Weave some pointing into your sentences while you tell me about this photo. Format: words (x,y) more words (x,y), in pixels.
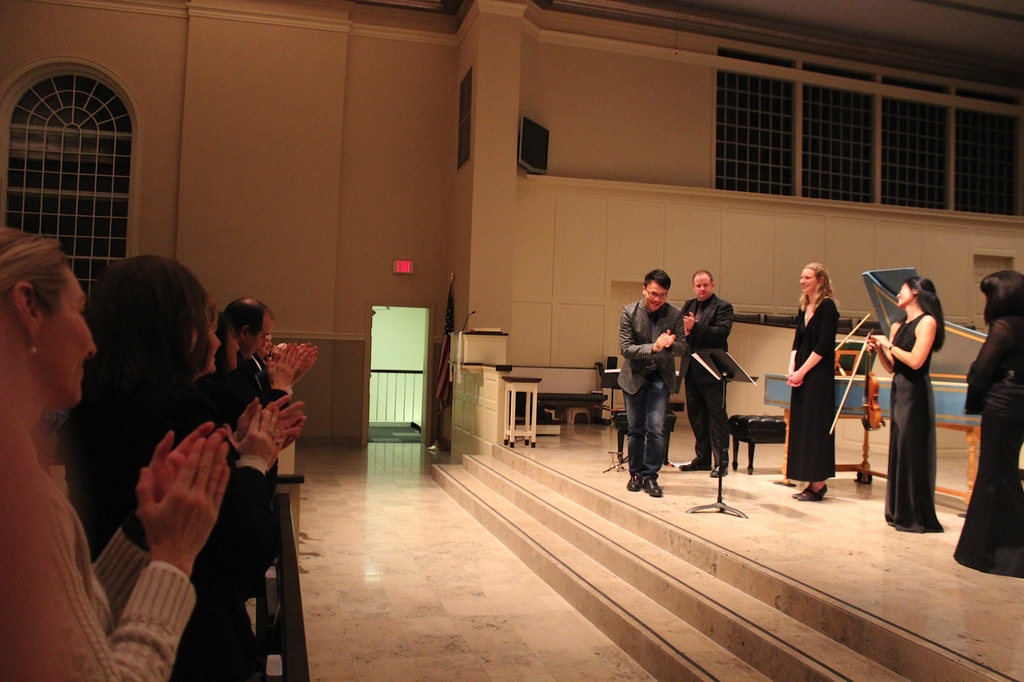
In this picture we can see some women (907,398) standing on the stage (869,492) and smiling. On the front (260,403) left corner (194,413) there some people (164,435) standing and clapping hands (248,446). In the background (771,360) we can see the wall (643,160) and glass windows (93,141).
